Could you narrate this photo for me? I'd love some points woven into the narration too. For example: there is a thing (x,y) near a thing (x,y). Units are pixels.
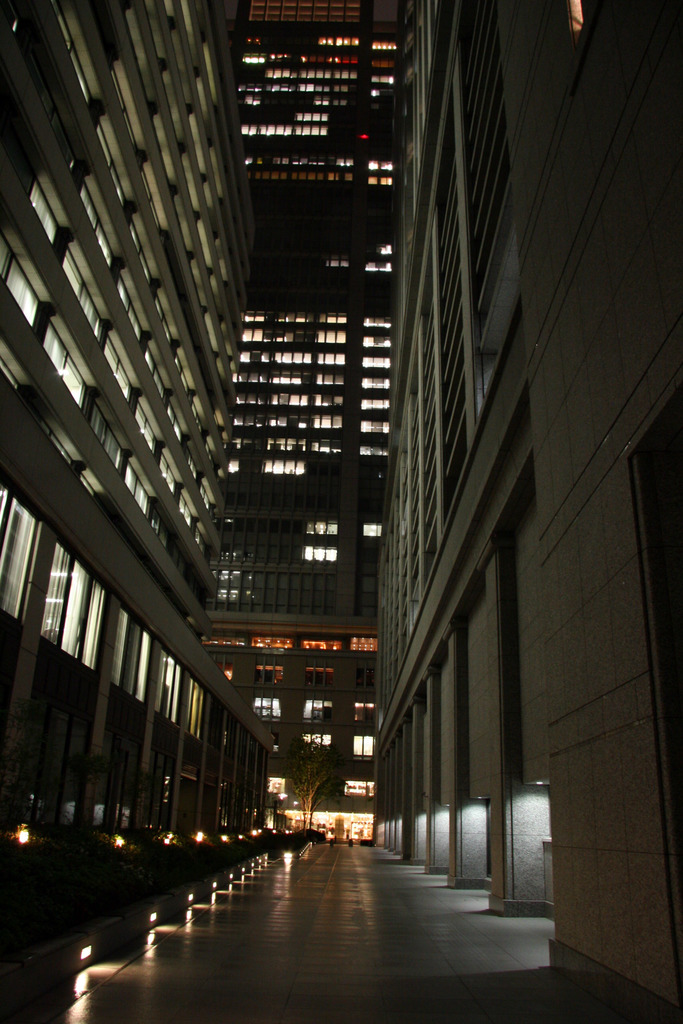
In this picture we can see a path (356,885), buildings (325,600), windows (318,645), lights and tree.
